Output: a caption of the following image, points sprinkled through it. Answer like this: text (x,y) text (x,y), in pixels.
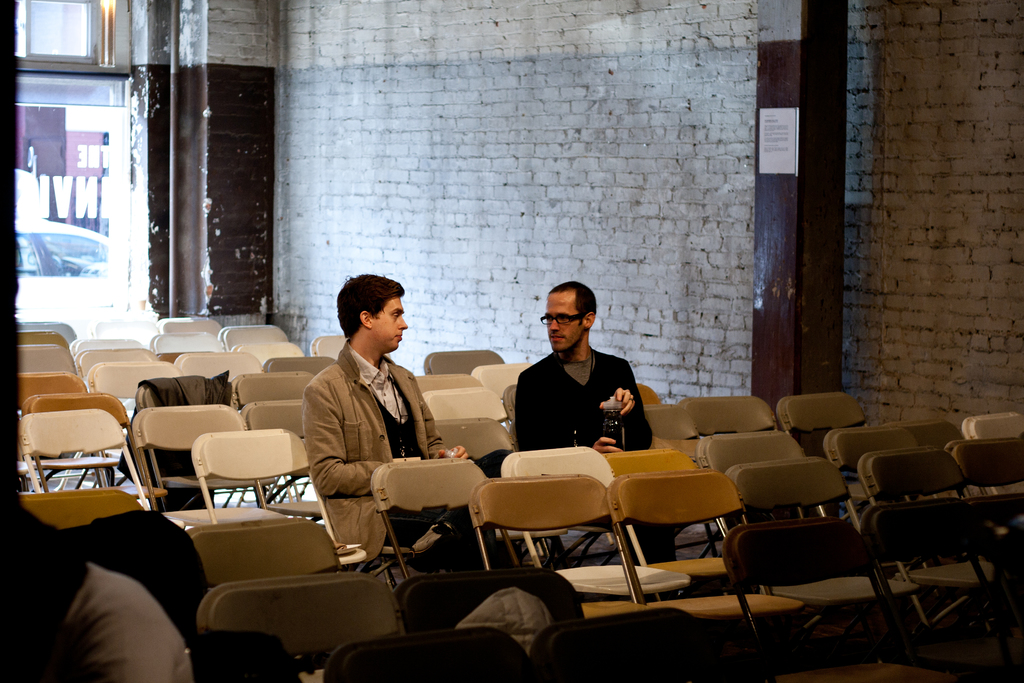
In the image in the center (422,444) we can see two persons (565,340) were sitting on the chair (514,394) and they were holding some objects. On the left side of the image (91,545) we can see a person (157,653) sitting and few backpacks (164,589) on the chairs (358,555). And we can see one jacket (173,403) and few empty chairs (177,429). In the background (623,62) there is a brick wall (596,184), pillars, note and glass (86,219). Through glass (85,217), we can see a car (84,272).
